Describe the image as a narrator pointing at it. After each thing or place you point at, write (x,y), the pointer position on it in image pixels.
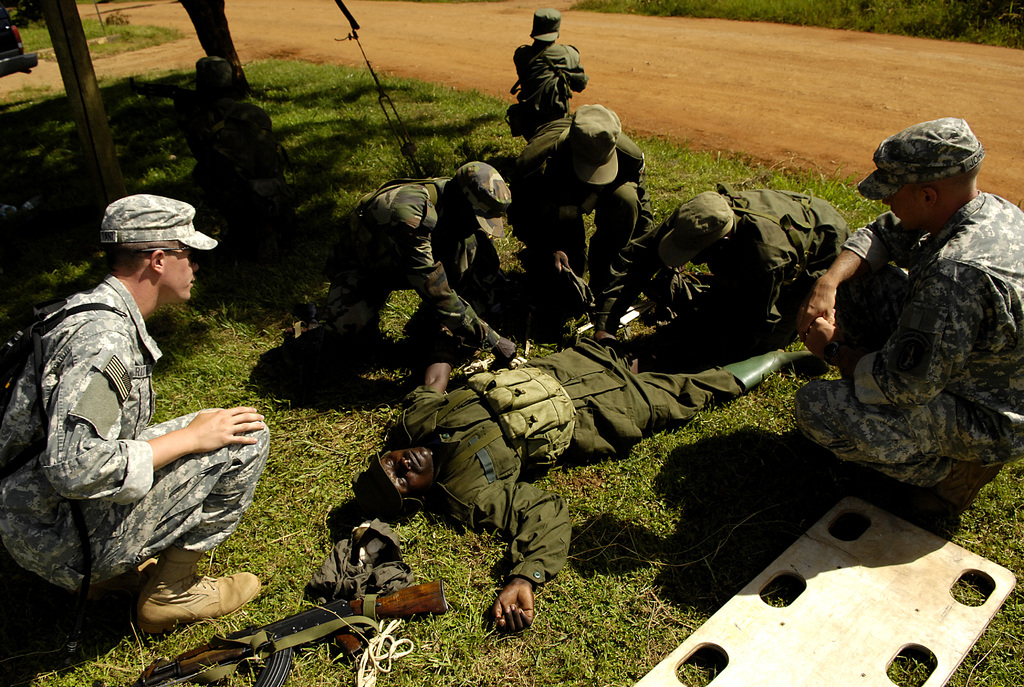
This image consists of few persons (36,379). They are wearing the army dresses (455,407). At the bottom (635,612), there is green grass (654,627). And we can see a gun (155,679). On the right (846,124), there is a road (658,102). On the left (82,94), it looks like a pole (74,112). And we can see a car (6,70).
